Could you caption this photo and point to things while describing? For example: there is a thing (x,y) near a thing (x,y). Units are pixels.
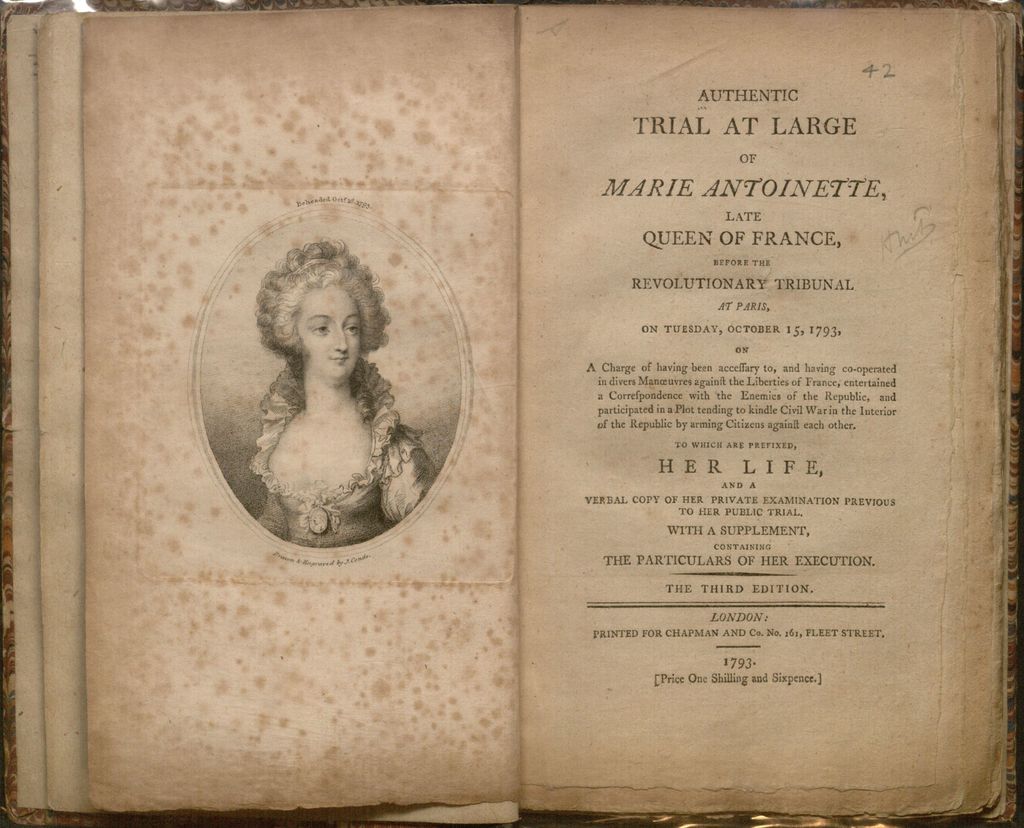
This picture contains a book (504,441). On the right side (808,470), we see some text (649,375) written on the paper (866,445). On the left side (226,266), we see the sketch (370,333) of the woman (343,261).
